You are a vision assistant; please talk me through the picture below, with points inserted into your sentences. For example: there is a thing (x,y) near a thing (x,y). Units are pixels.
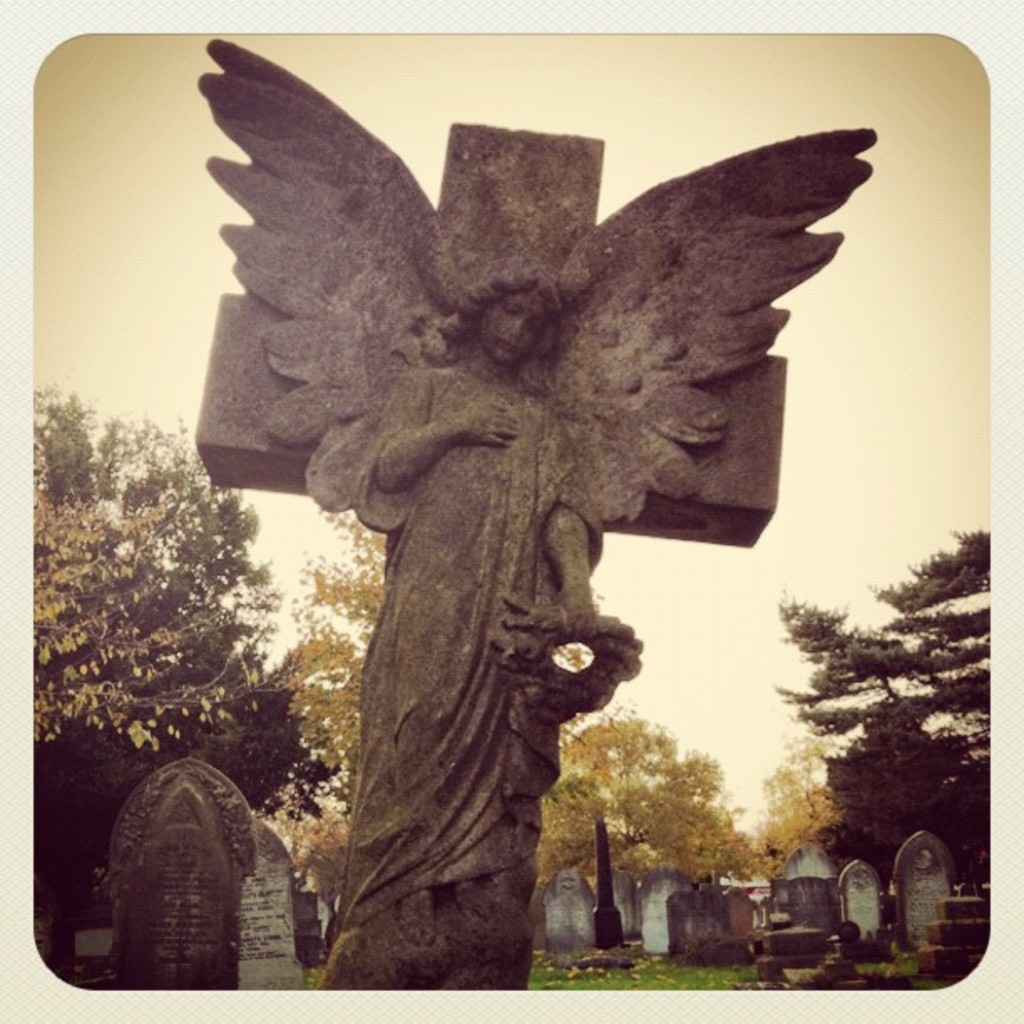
This picture is an edited picture. In this image there is a statue (710,253) and there are tombstones (206,954) and there are trees (818,824). At the top (709,102) there is sky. At the bottom (691,980) there is grass (695,979).
